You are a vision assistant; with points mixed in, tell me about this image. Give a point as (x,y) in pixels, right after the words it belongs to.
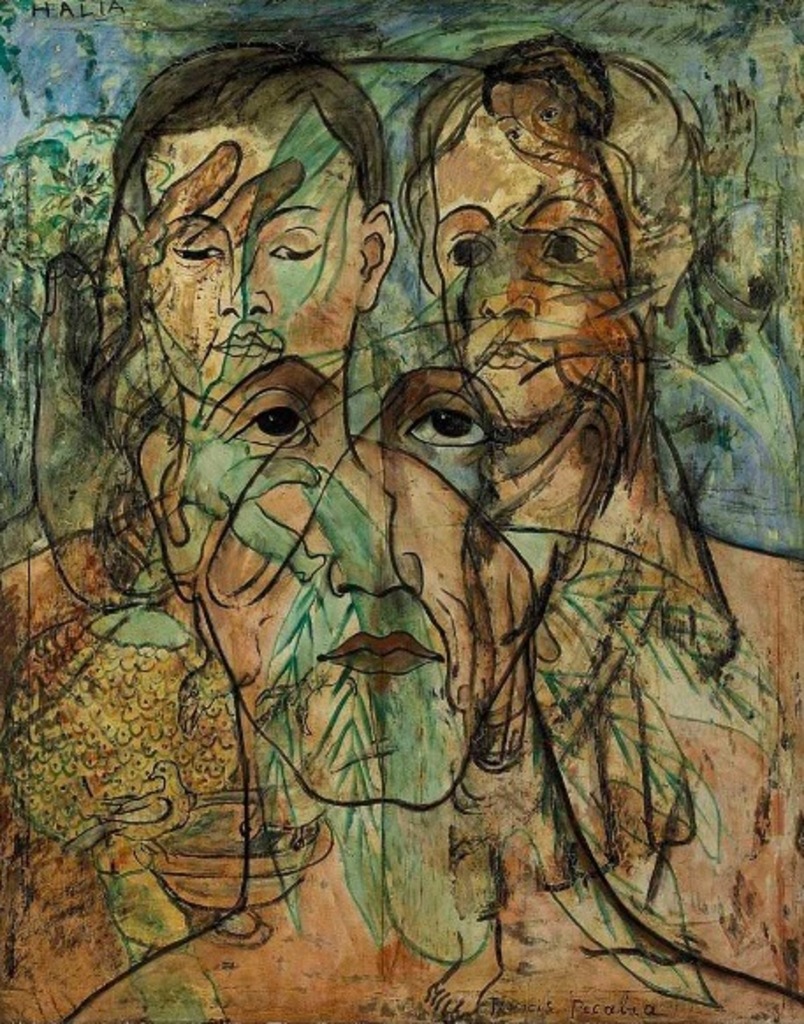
This image is a painting and in this image we can see human faces (527,242).
